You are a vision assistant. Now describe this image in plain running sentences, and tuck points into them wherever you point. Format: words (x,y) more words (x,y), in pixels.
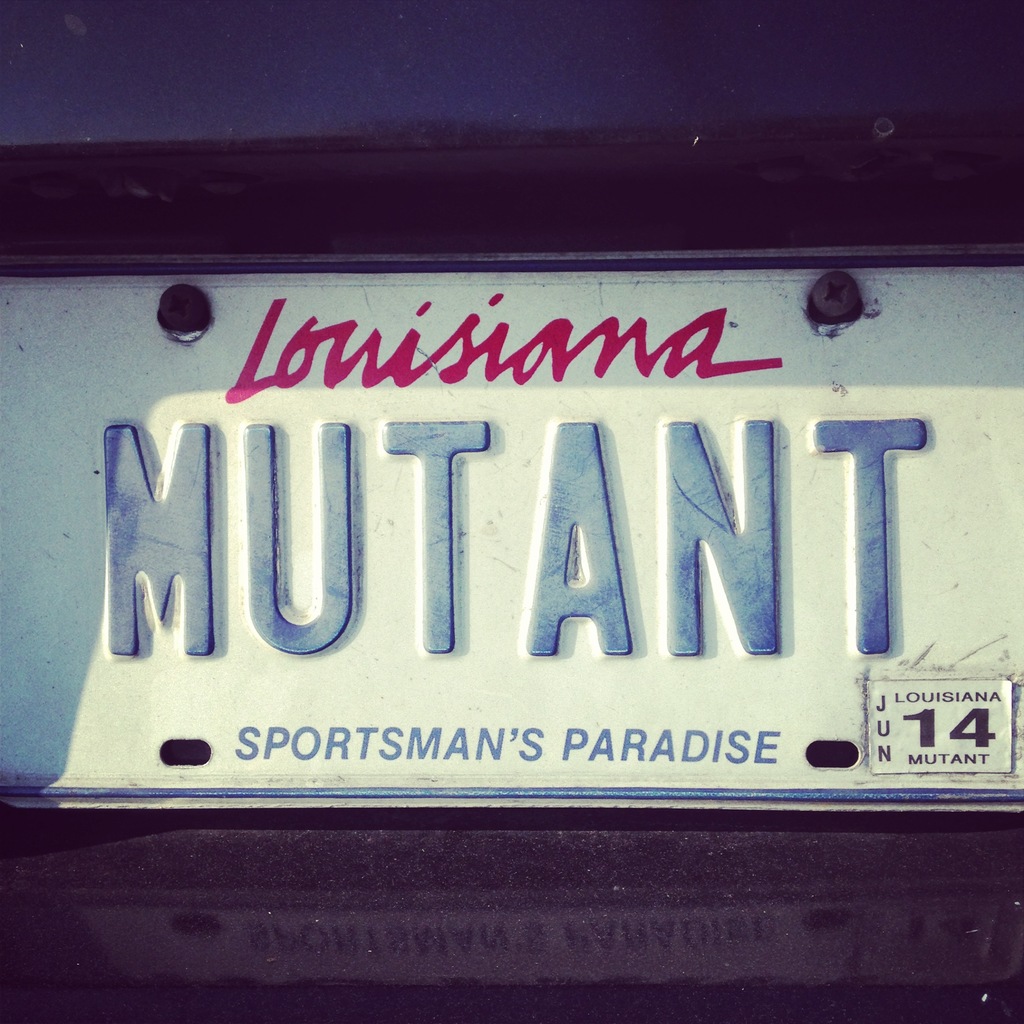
In this image, we can see a number plate (366,624) of a vehicle (106,90). On top of that we can see sticker (924,752) and some text (422,547). At the top of the image (633,58), we can see the blue color. At the bottom of the image (275,926), we can see reflections (344,930).
